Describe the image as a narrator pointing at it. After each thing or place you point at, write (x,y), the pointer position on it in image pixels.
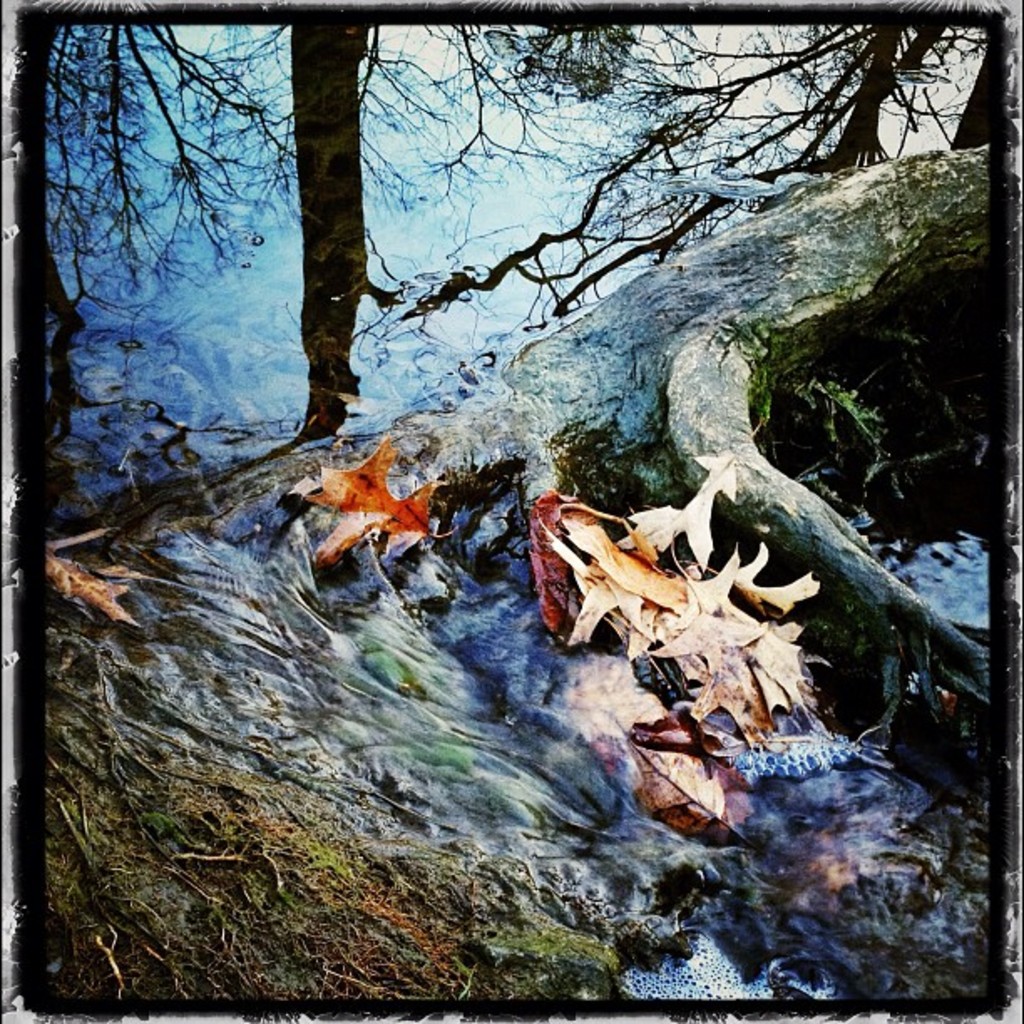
In this image I can see few trees (339,312), water (492,595) and few brown color leaves (643,577). Background (549,212) is in blue and white color.
